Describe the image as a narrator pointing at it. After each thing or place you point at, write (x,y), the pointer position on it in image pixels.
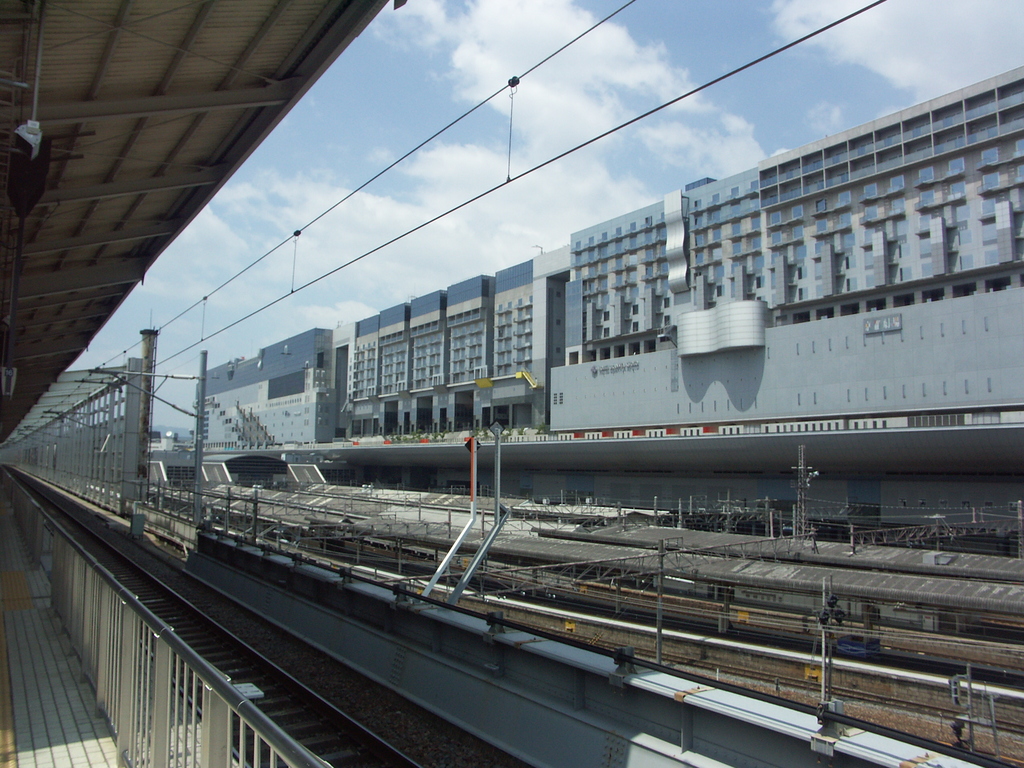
There are railway tracks (279,708) with electric poles (198,467). Also there are railings (123,707). In the back (346,408) there are many buildings (611,351). Also there is sky (424,198) with clouds (466,156).
